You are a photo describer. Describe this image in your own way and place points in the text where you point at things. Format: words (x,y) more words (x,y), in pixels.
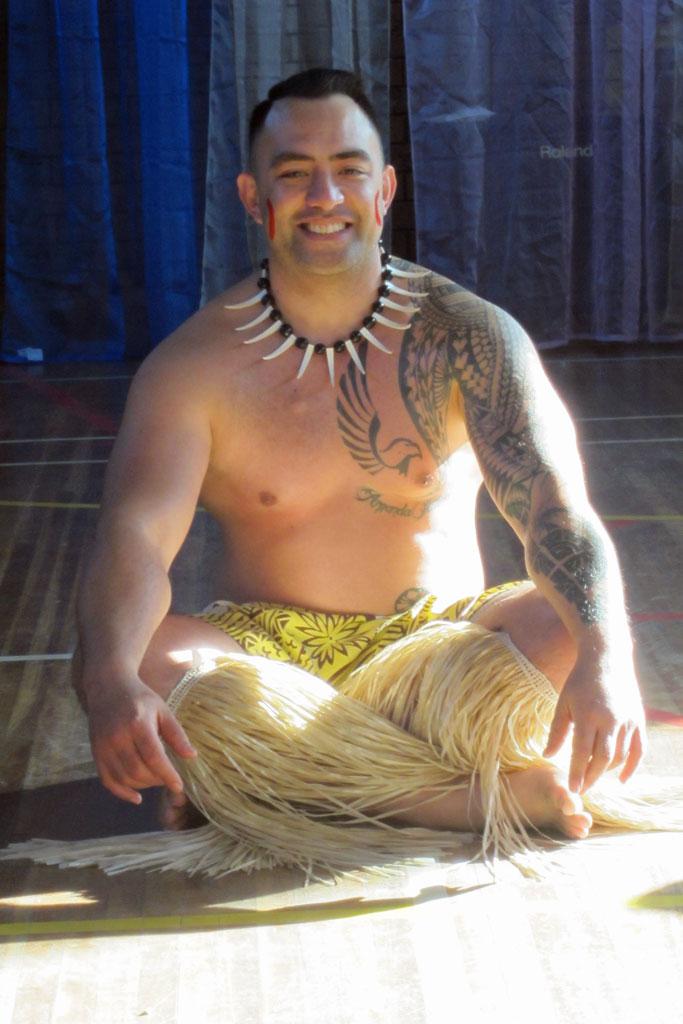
A man (335,542) is sitting wearing shorts (329,655).
